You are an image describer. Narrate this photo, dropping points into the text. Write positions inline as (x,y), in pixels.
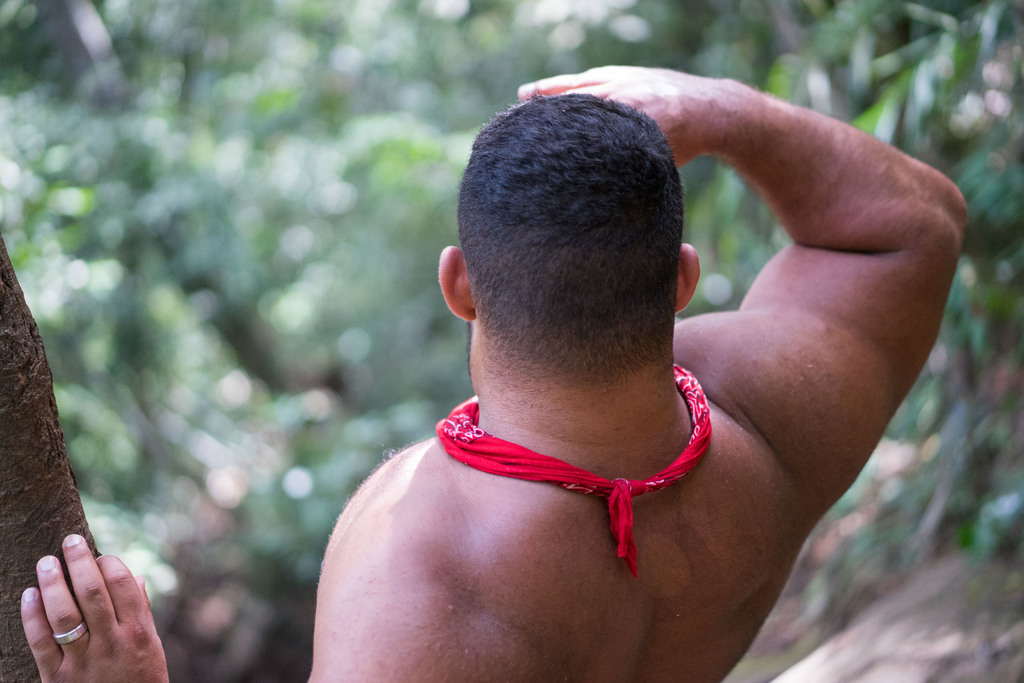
In this image there is a man (655,488) standing beside the tree trunk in front of him there are so many trees (981,359).
